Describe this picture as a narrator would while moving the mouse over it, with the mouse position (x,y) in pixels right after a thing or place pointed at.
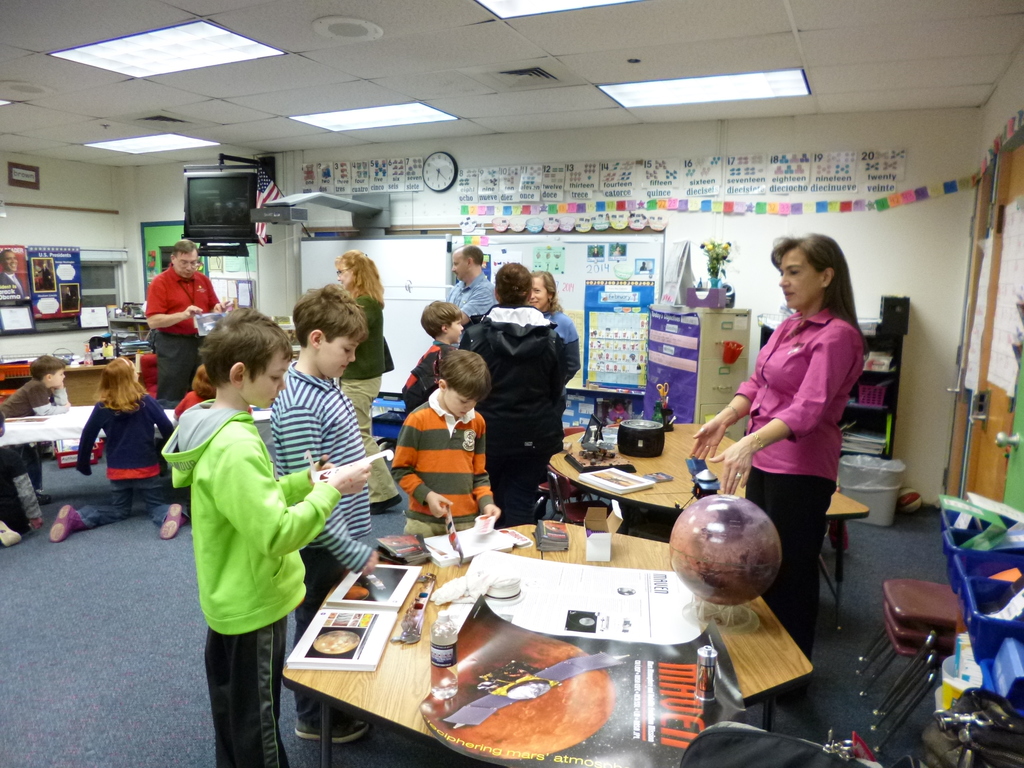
In the foreground of this image (414,682), on a table (370,704), there are books (346,625), posters (495,708), tin (713,686), bottle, globe (704,579), few card board boxes (587,551) are placed and there are three boys (425,452) standing in front of the table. In the background (779,436), there is a woman (775,466) standing, few objects (598,469) on the table (590,456), chairs (918,632), bags (940,760), wall (901,448), posters (785,186), flower vase (720,282), rack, a basket (868,486), clock (447,183), television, banners (460,188), flag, ceiling (341,85), lights (169,72) and few persons (125,369) on the left side (102,412) near the table (45,429).
